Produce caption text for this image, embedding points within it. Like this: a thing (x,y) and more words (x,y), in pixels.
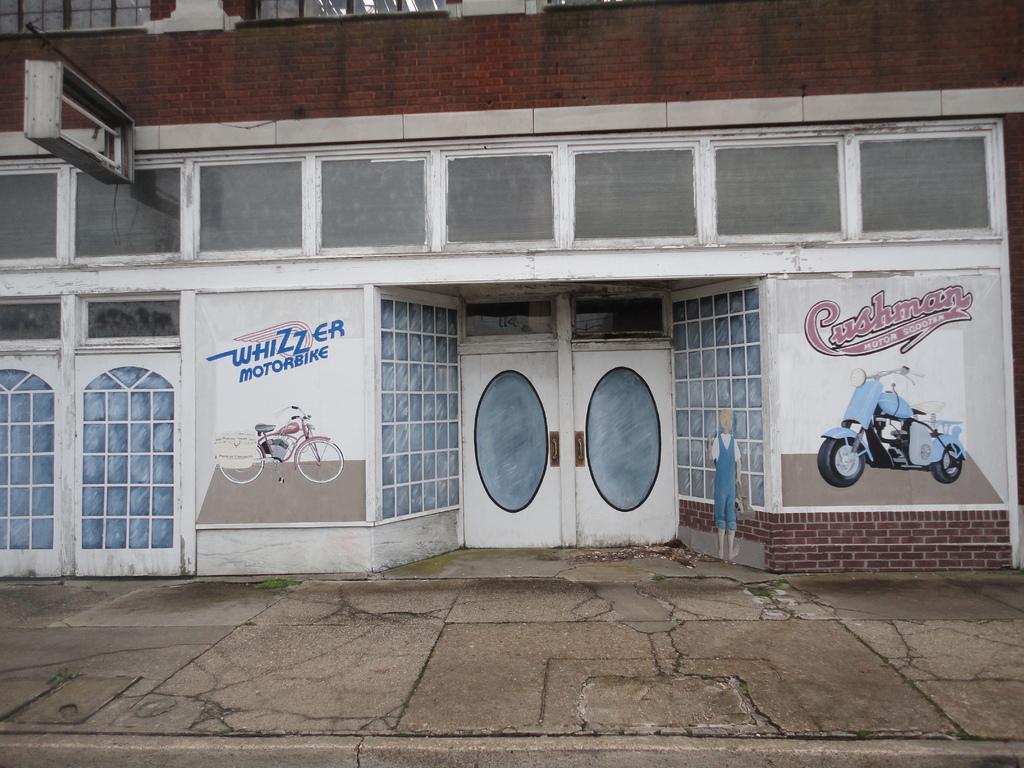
In this image I can see the ground (431,564) and a building (342,140) which is brown and white in color. I can see the door (528,400) which is white and blue in color. I can see two motor bikes (315,480) and a person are painted on the walls (825,444) of the building (854,451).
